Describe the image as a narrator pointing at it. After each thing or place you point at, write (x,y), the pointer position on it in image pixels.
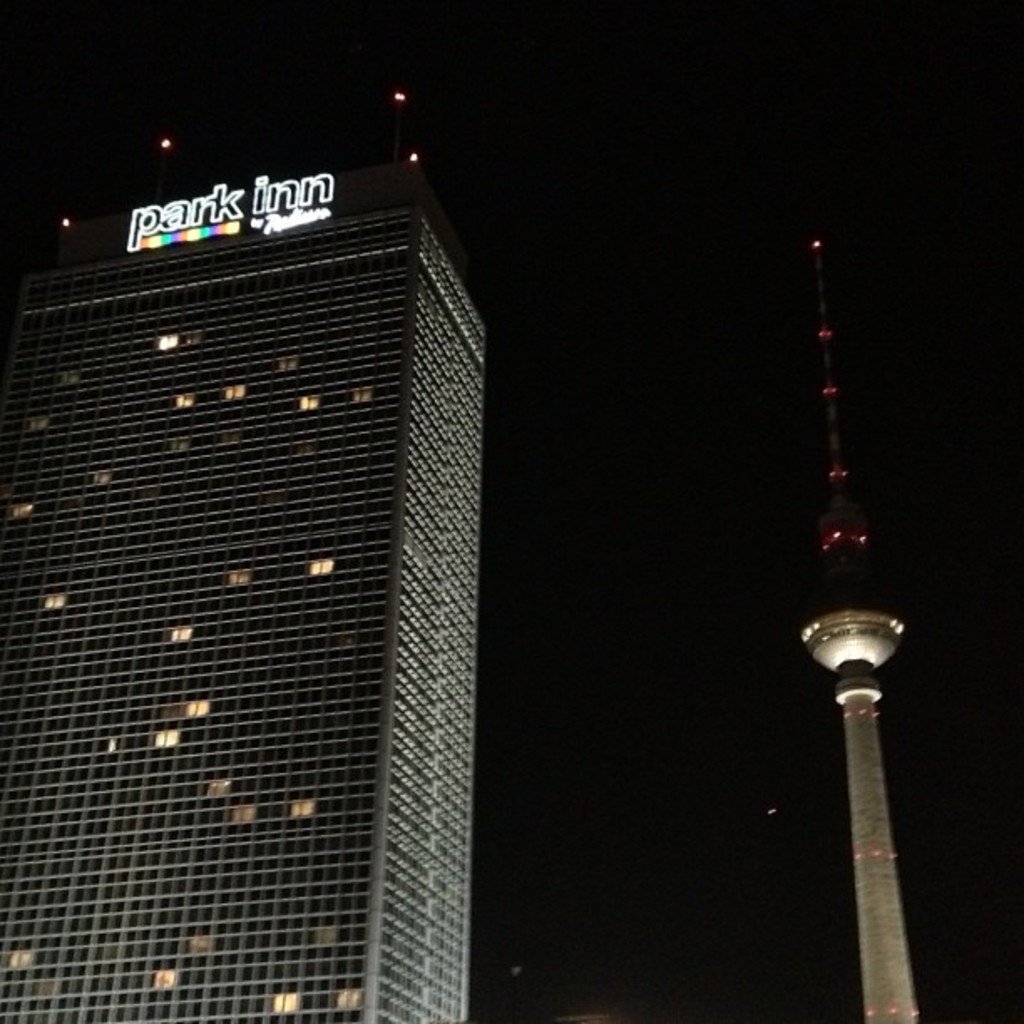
In this image there is a building (372,937) and a tower (872,999), in the background (790,454) it is dark.
